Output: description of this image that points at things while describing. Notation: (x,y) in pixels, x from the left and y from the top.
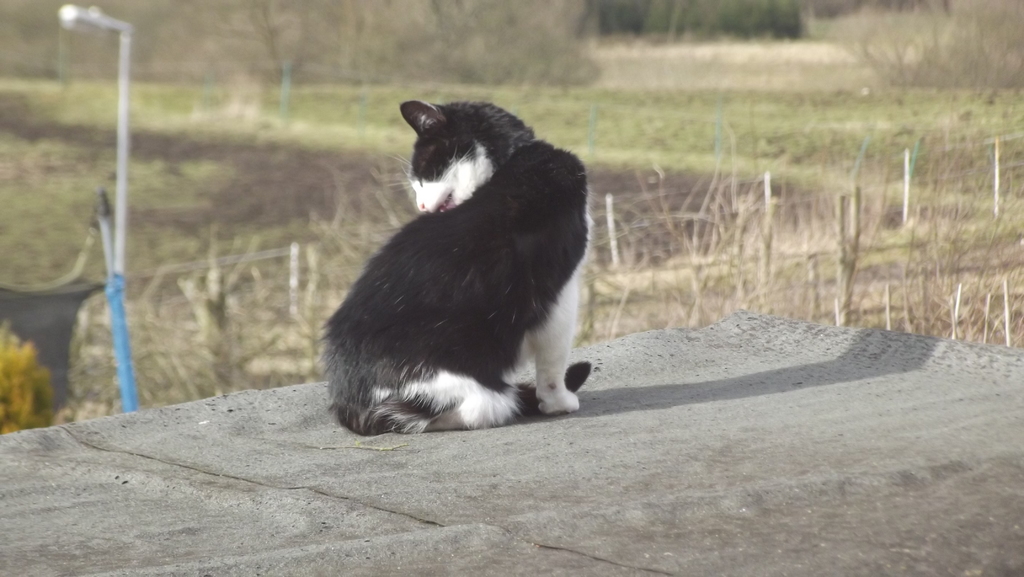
In this picture I can see a cat (514,285) in the middle (502,311), on the left side (129,36) there is a street lamp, in the background (307,71) there are trees (549,52).
